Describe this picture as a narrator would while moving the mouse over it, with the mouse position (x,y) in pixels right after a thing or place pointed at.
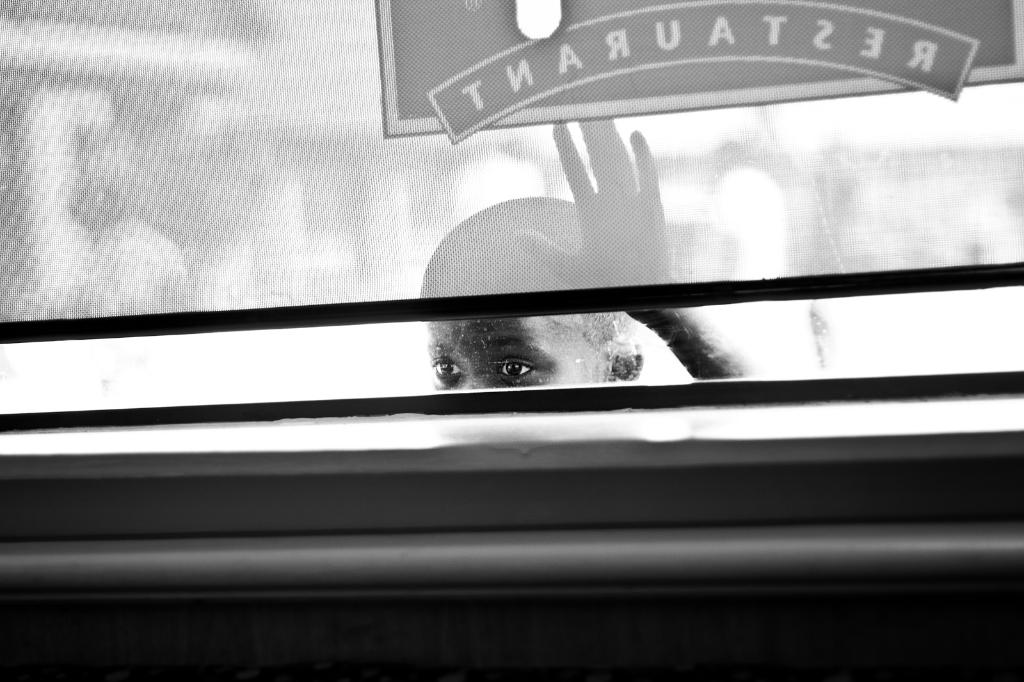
In this image there is a boy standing behind the glass wall (1007,137) and seeing inside.
